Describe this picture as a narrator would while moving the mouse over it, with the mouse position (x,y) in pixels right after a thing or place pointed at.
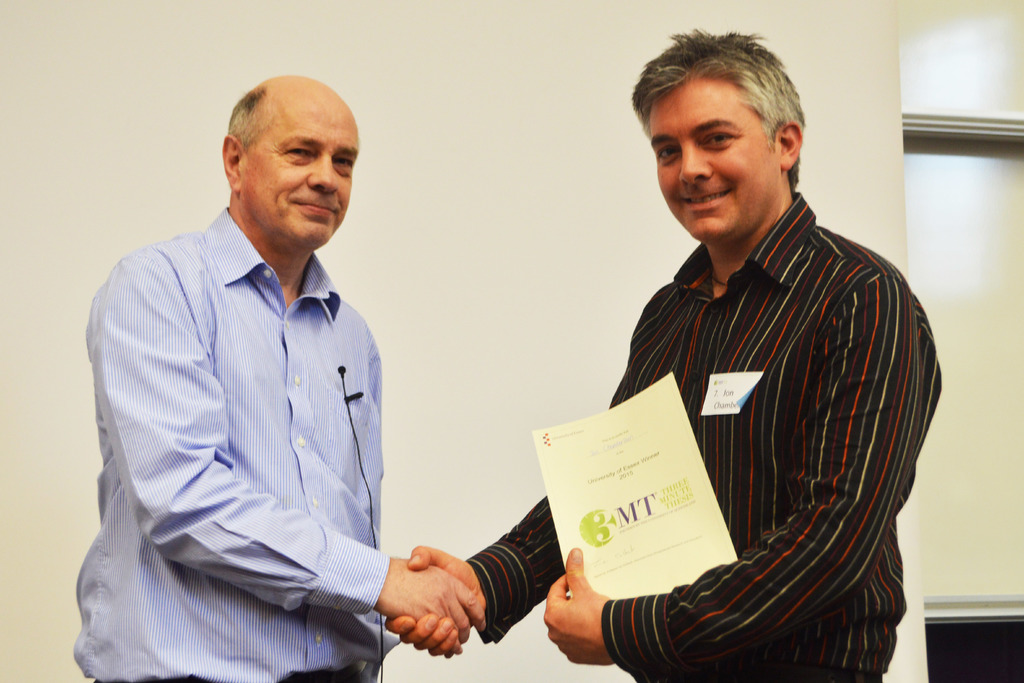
In the foreground of this image (587,507), there are two men (754,368) shaking hands (458,611) and a man (769,496) is holding a paper (646,547). behind them, there is a wall (569,49).
